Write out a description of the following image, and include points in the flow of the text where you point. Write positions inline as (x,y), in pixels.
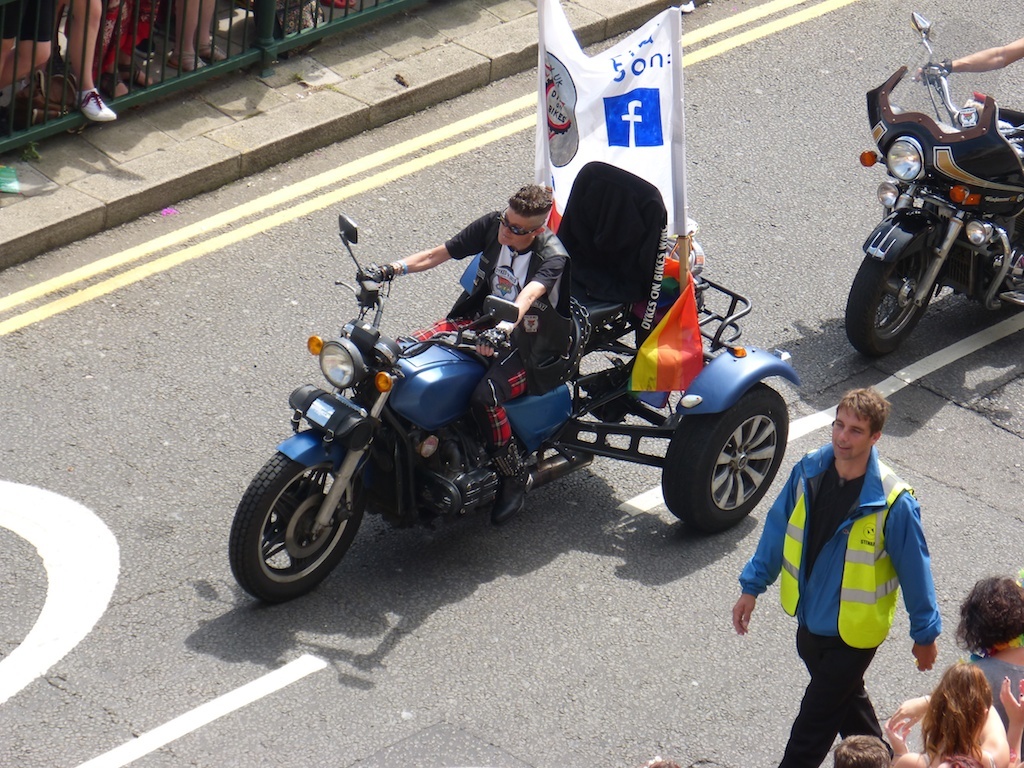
In the foreground of the picture (610,282) there are vehicles (721,366), people (919,533) and road (410,226). At the top left corner (53,150) we can see footpath (220,79), railing (164,49) and people (128,23).
